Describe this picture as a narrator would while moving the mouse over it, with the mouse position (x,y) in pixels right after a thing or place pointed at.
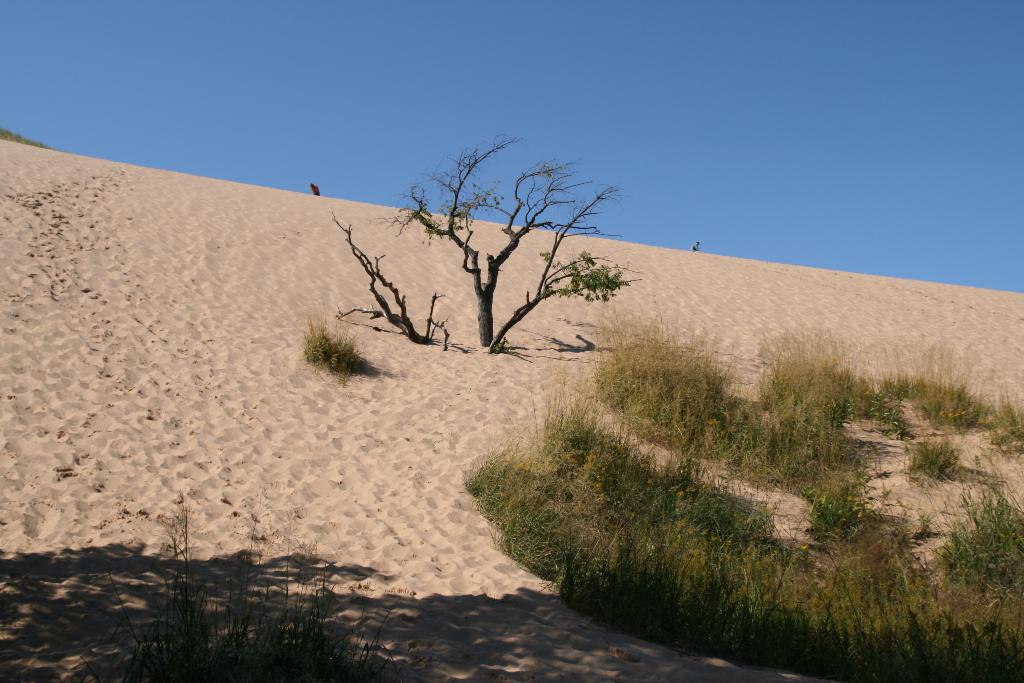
In this image, we can see a sand hill (544,352). There are some plants (859,404) in the bottom right of the image (951,618). There is a tree (578,280) in the middle of the image (540,298). There is a sky (351,53) at the top of the image (352,62).
